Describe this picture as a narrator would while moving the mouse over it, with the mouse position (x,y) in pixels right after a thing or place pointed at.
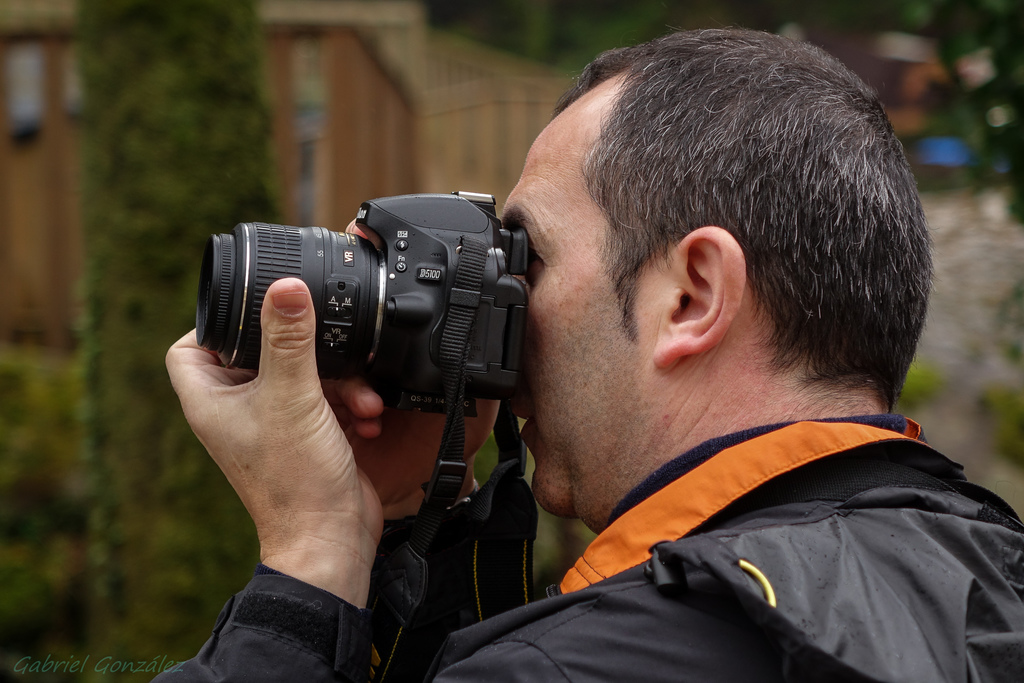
In this picture a man (750,424) is holding a camera (376,295) is clicking picture. he is wearing a black jacket (610,586). in the background (199,82) there is building (279,85) and trees (185,77).
